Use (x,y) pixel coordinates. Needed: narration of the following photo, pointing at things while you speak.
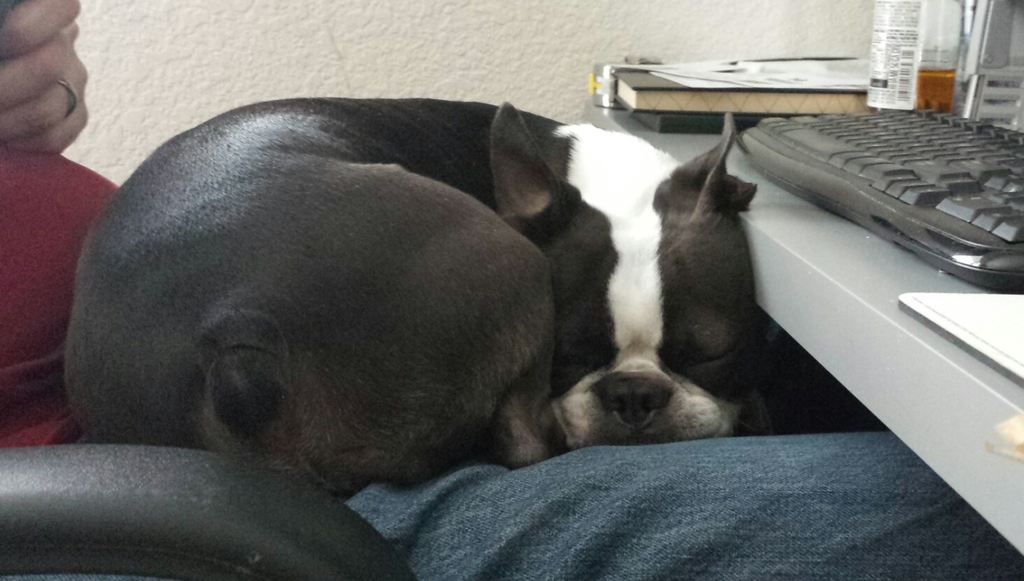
In this image we can see a dog (732,428) sleeping on a person (36,245). On the right side (924,141), we can see few objects (869,77) on a table (816,268). Behind the dog (507,173) we can see a wall (276,67). At the bottom (179,561) we can see a black object (271,503).
